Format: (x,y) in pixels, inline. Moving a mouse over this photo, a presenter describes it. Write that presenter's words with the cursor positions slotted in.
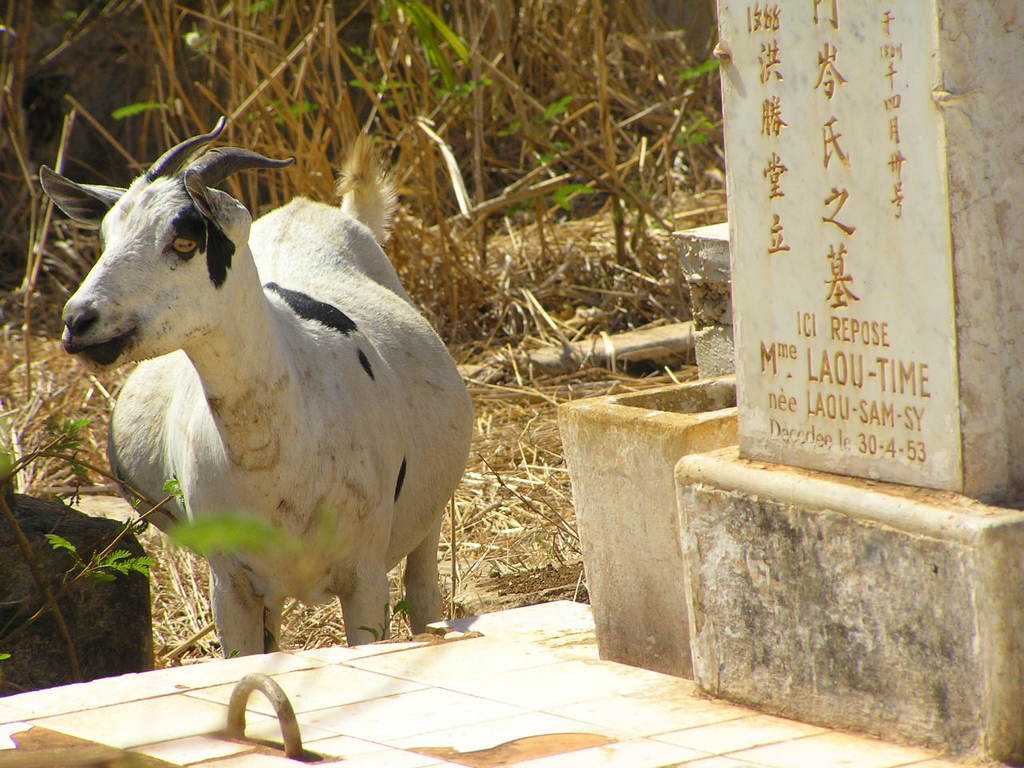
This is a goat (232,469) standing. This looks like a stone (801,167) with the letters (779,196) carved on it. I can see the dried grass (508,406).
